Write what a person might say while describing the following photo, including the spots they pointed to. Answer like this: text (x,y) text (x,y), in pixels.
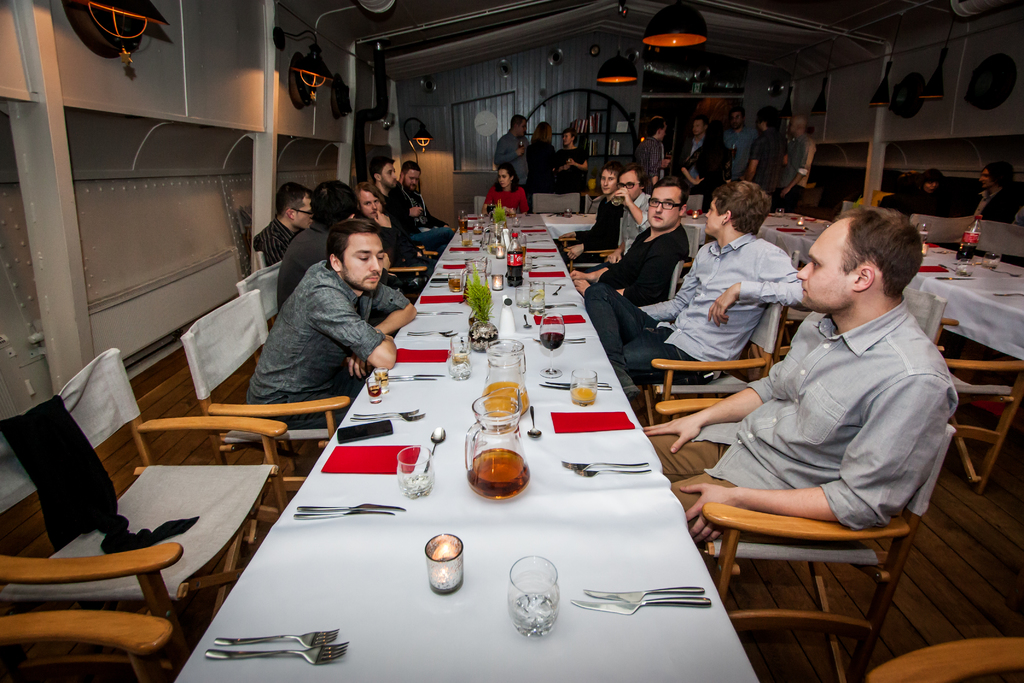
In this image I see lot of people (864,225), in which few of them are sitting and few of them are standing. I can also see that there are lots of chairs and tables (469,390) and on the tables (453,385) there are lot of things (588,420) on it. In the background (229,254) I see the wall (199,36) and the lights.
